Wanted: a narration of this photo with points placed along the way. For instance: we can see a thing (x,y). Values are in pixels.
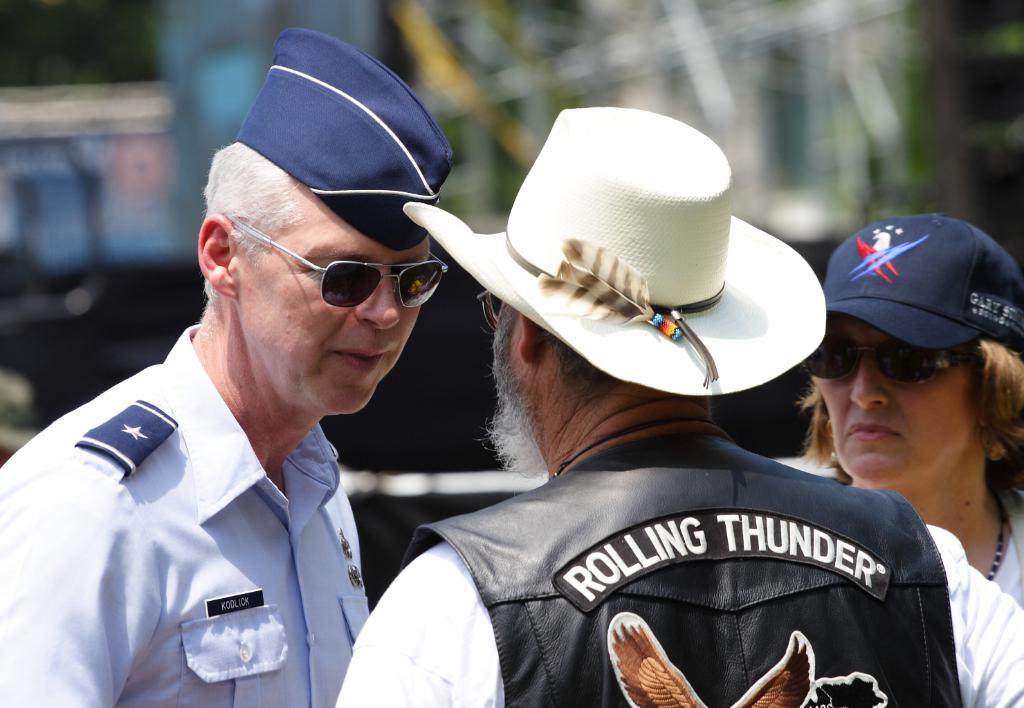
In the image we can see there are two men (216,476) and a woman (856,440) wearing clothes (272,568), cap (544,231) and goggles (420,282). This is a neck chain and the background (112,108) is blurred.
